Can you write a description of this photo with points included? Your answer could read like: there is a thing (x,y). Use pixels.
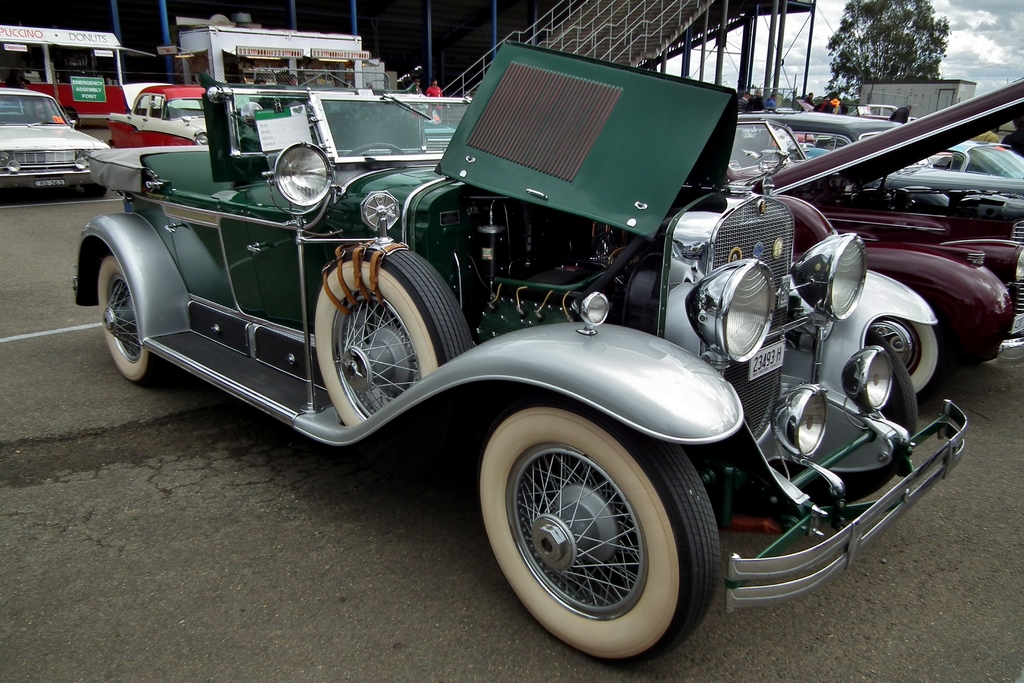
In this image I can see many vehicles (157,99), in front (395,280) the vehicle (316,240) is in green color. Background (212,48) I can see trees (859,44) in green color, building (921,84) in white color and sky (971,59) in white and gray color.
